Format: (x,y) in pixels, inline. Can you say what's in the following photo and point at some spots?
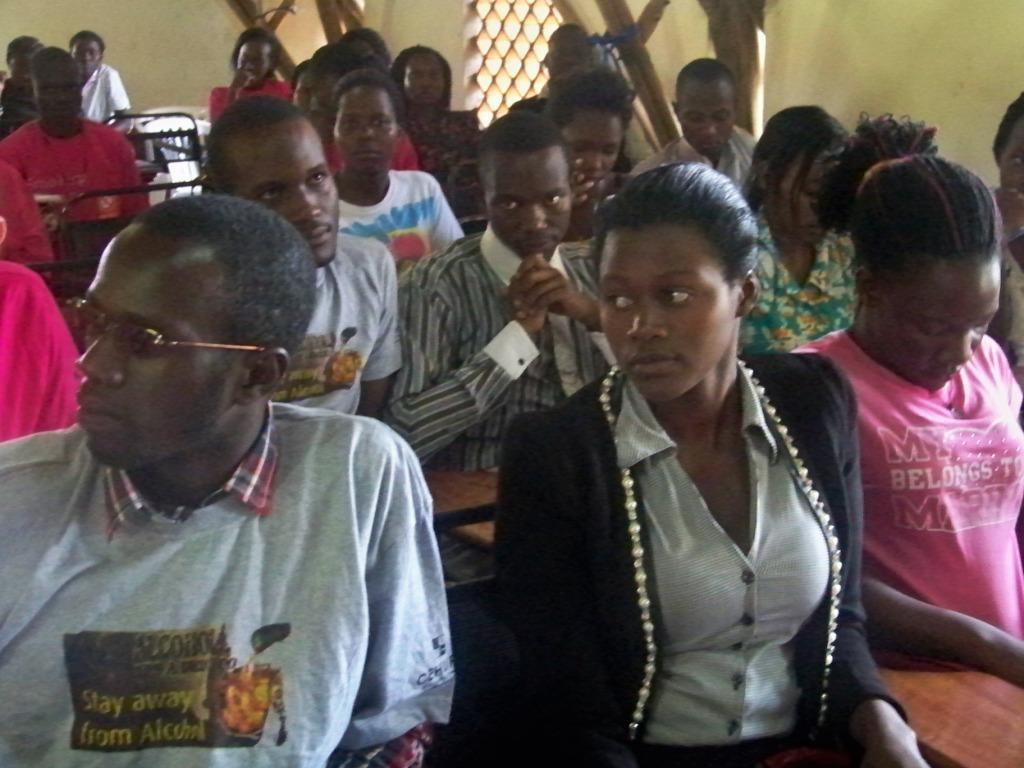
As we can see in the image there is a wall (801,35) and few people (560,312) sitting here and there on benches (903,671).
